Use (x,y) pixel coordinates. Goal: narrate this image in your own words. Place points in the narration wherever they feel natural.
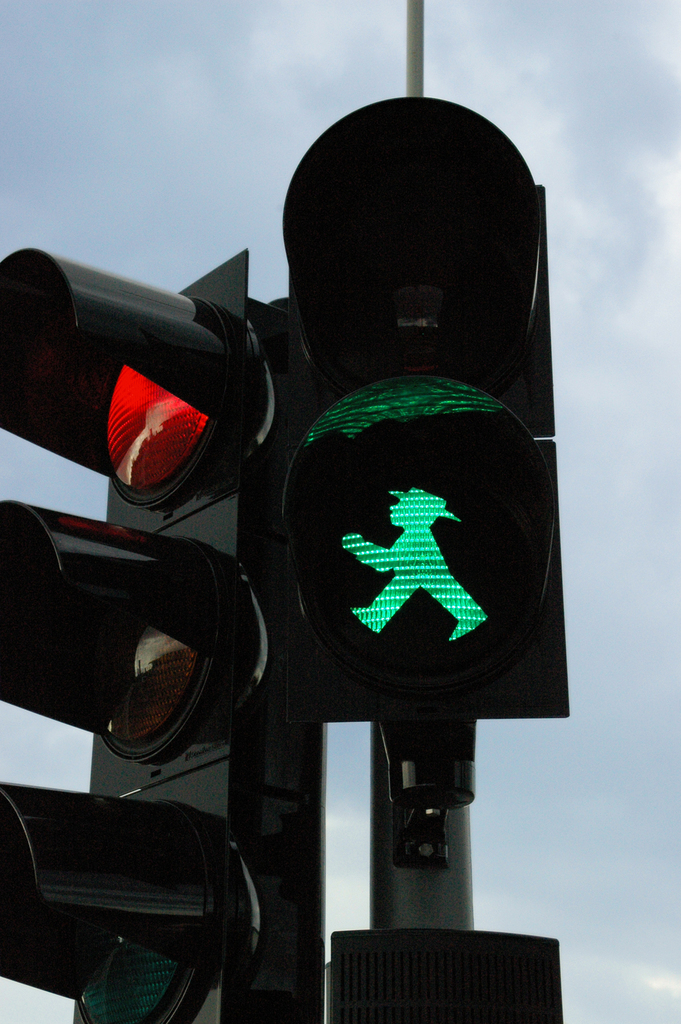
In this picture we can observe traffic signals (222,619) fixed to the poles (382,820). In the background (487,884) there is a sky (606,424).
